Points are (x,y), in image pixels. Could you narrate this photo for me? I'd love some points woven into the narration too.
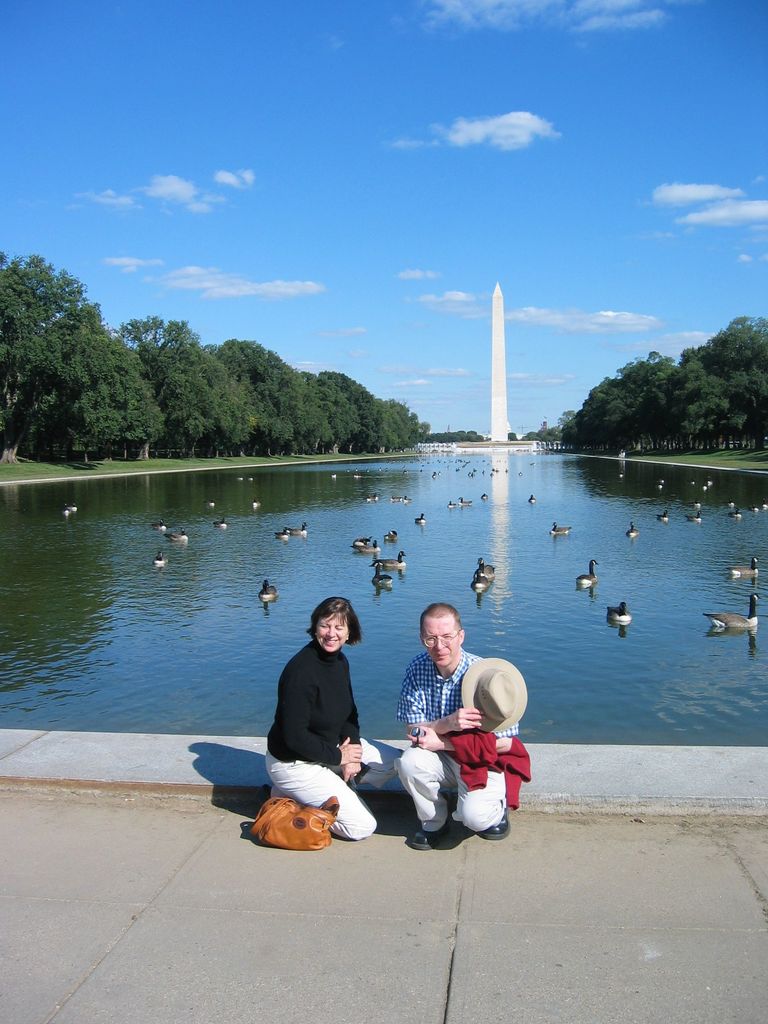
In this image we can see sky (453,169) with clouds (599,323), trees (616,396), tower (496,437), ducks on the water (569,524) and persons (498,749) sitting on the floor (529,874).
